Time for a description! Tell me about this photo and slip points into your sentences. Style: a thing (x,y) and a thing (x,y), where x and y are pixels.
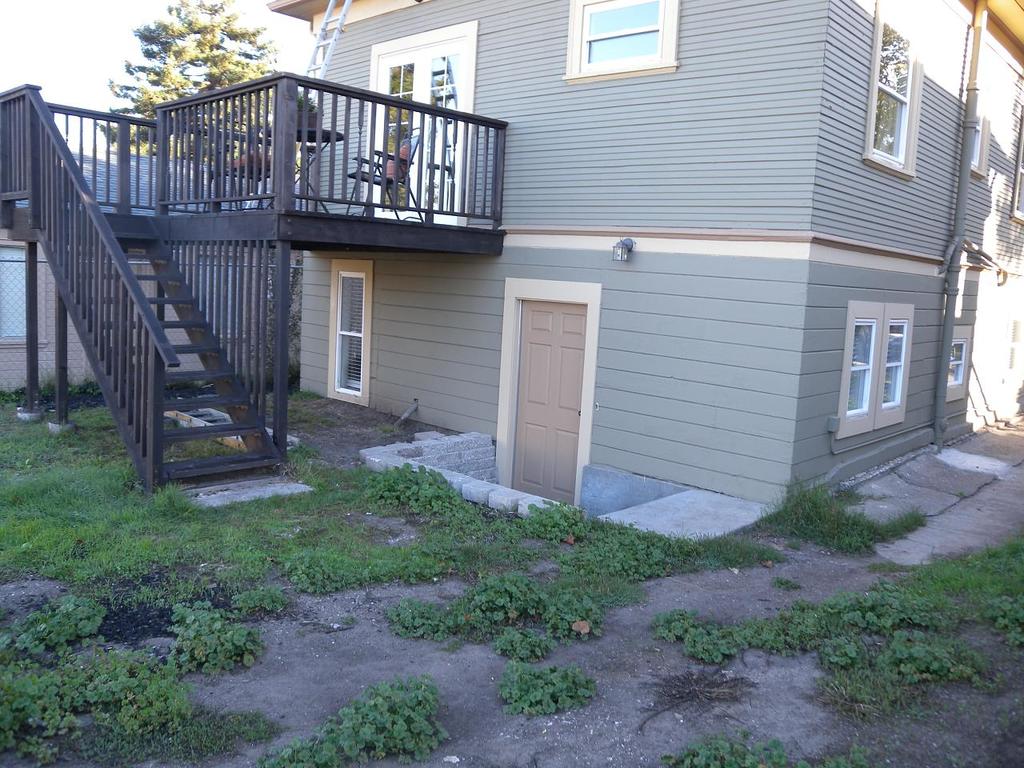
In this image I can see a building (593,280) which has windows (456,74), doors (531,382) and staircase (236,398). Here I can see plants (245,651), the grass (124,527) and a pipe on the wall (934,157) of a building (908,211). In the background (165,99) I can see a tree (167,90) and the sky (74,24).
